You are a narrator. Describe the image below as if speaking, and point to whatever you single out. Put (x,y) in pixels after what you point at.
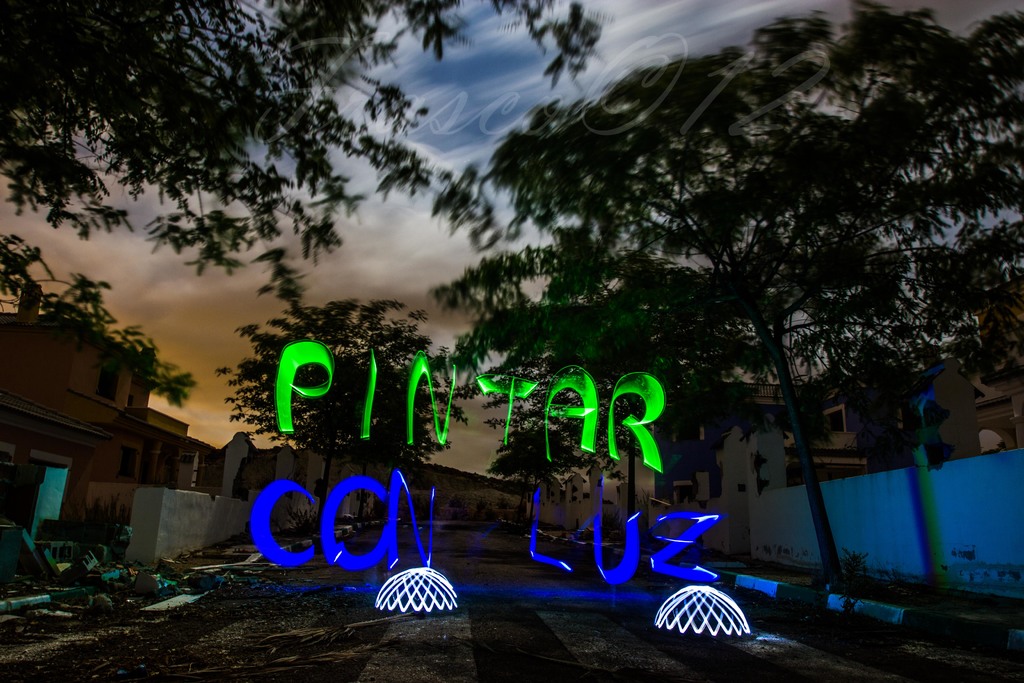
This is an edited image. In front of the image, we see some text (612,423) written in green and blue color. There are trees (801,452) and buildings (68,381) in the background (579,228). At the top of the picture (524,92), we see the sky (524,92).
